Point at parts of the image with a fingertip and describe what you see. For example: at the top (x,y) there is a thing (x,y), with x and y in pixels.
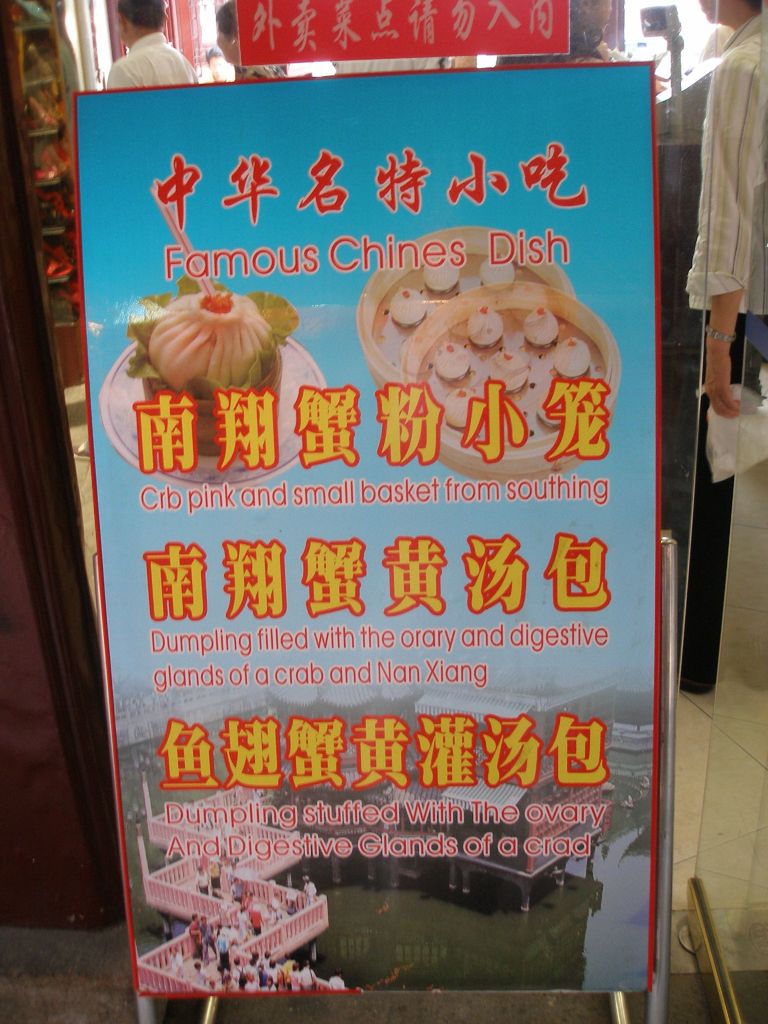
In this image I see a board (443,327) on which there is something written and I see the depiction of food (503,366) and the buildings (413,752) and I see number of people (286,907) and in the background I see few people (757,173).
